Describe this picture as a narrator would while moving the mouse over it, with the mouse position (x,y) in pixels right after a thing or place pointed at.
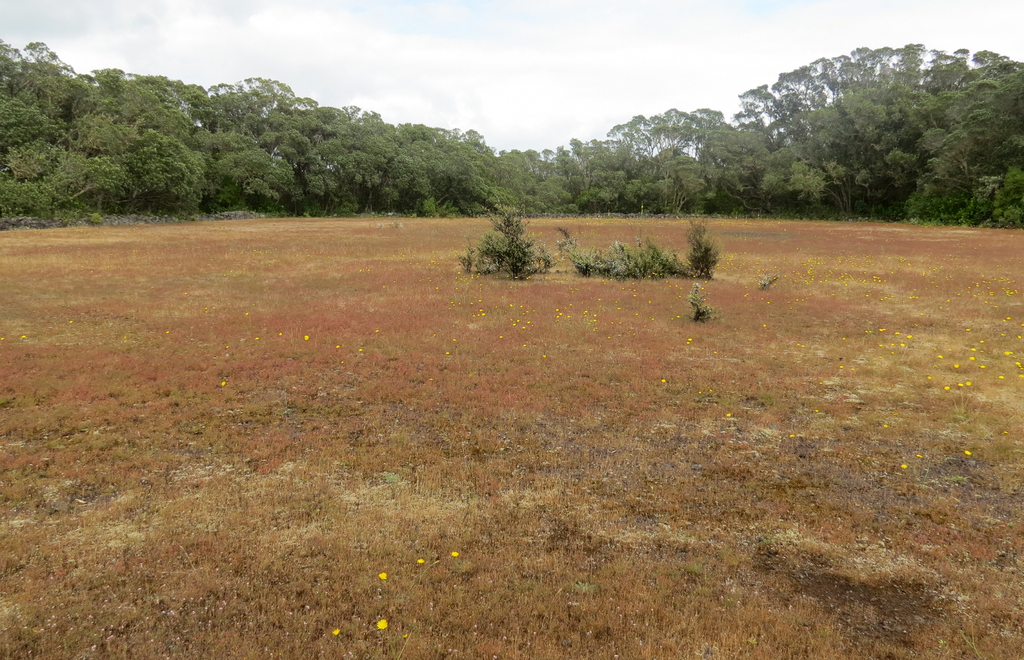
In this image I can see few plants (517,266) which are green and brown in color on the ground (480,399) and few flowers (481,301) which are yellow in color. In the background (877,168) I can see few trees (865,147) which are green in color and the sky (407,77).
